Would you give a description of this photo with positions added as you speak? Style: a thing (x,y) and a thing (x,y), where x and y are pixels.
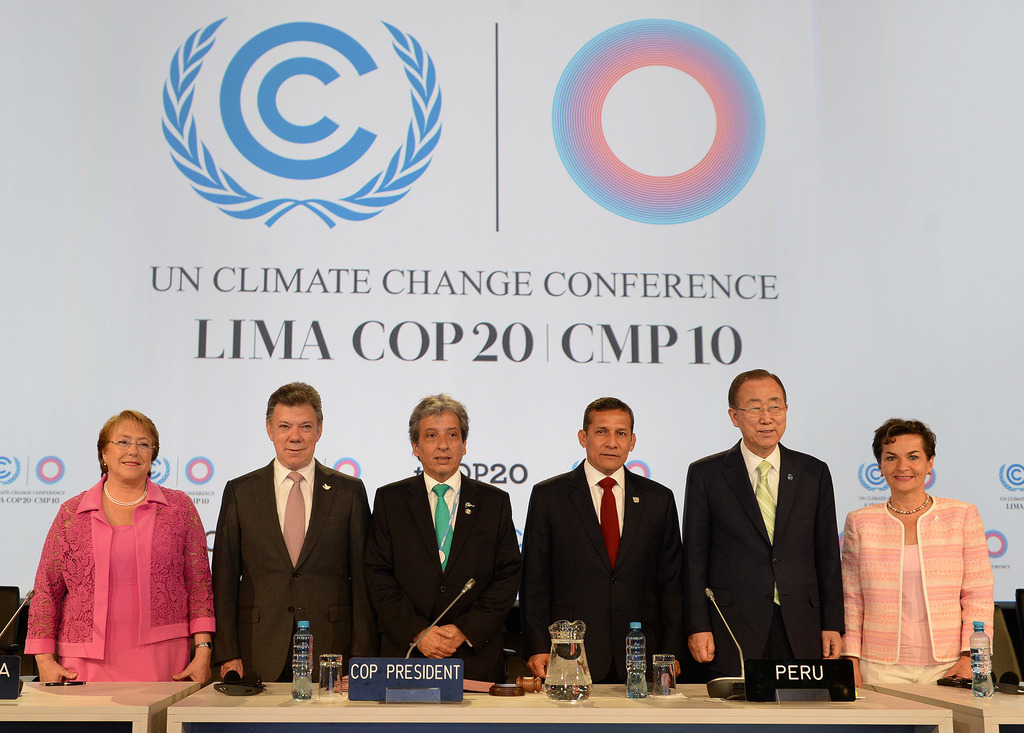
In this image I can see number of people (547,552) are standing, I can see most of them are wearing formal dress (361,545) and few of them are wearing jackets (547,608). I can also see few tables (233,703) and on these tables (619,716) I can see few boards (461,676), few bottles (305,666), a jar (554,629), a glass (325,679) and on these boards (358,671) I can see something is written. In the background (146,72) I can see white color thing (643,5) and on it I can see few logos (413,178) and I can see something is written on it.
